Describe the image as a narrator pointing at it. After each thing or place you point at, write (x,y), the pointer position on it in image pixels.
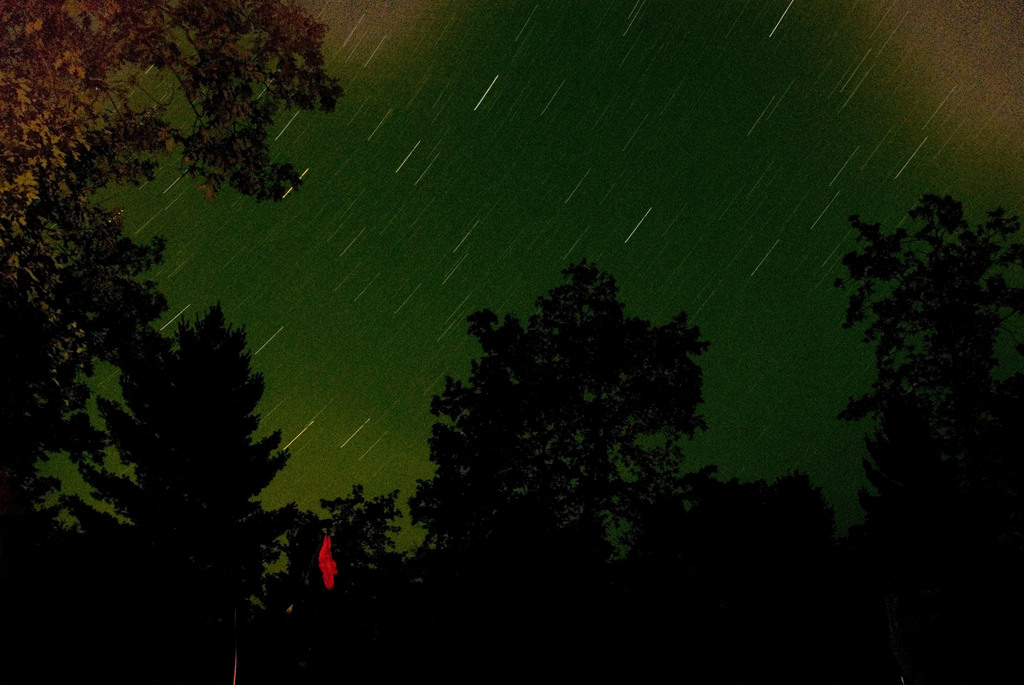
In this image in the front (619,404) there are trees (167,491) and this image looks like an edited image.
